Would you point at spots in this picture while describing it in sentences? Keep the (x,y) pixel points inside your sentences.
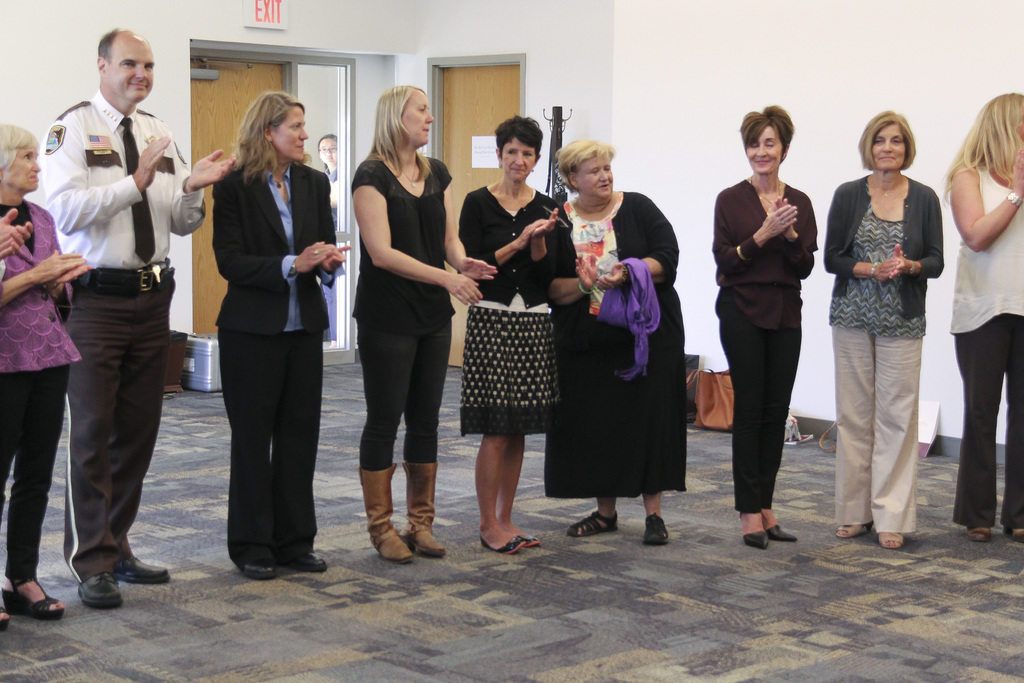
In the image there are many ladies (513,173) standing and also there is a man (111,567) standing. All those people (375,531) are clapping. Behind them there is a room (335,93). Outside the room (327,103) there is a lady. To the right side of that room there is another room (458,152) with door (458,152) and paper (485,147) on it. To the right side of the image (694,385) behind the ladies (851,387) there are few bags (711,401) on the floor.
